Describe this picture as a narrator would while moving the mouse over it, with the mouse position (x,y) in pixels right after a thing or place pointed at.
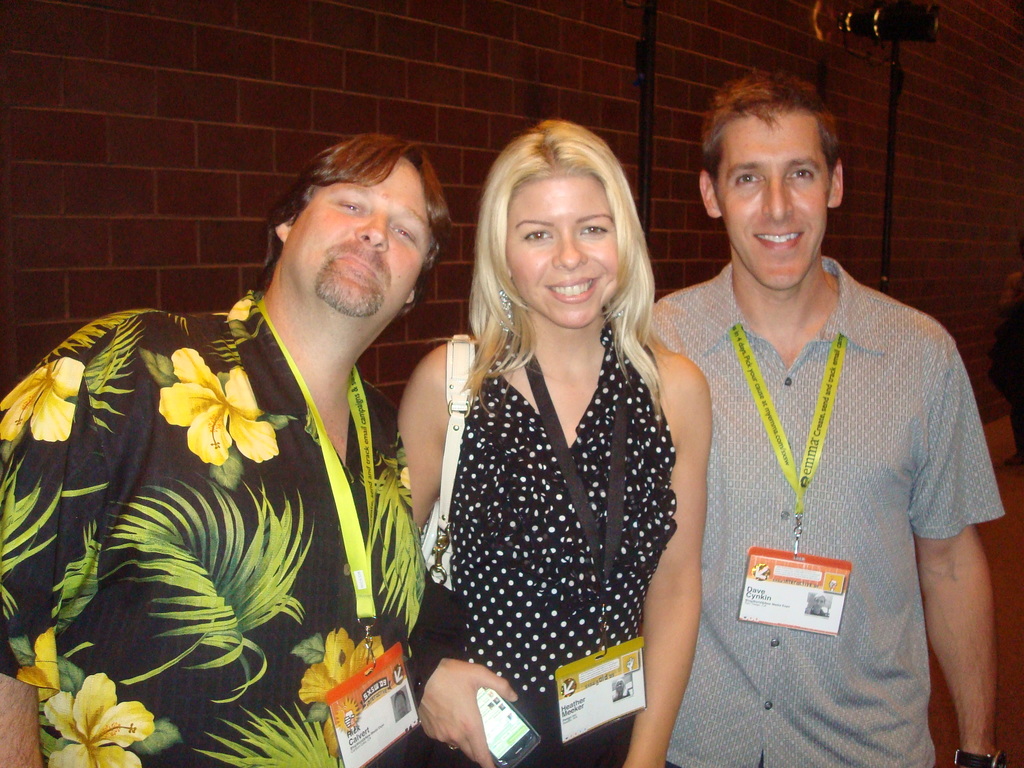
There are three persons (428,480). On the left (225,522) end a person (154,533) wearing a floral shirt (232,601) and a tag (360,537). Middle a lady (531,499) is wearing a tag (619,650) and holding a mobile (503,719). In the right (790,483) end person (826,522) wearing a tag (821,607) and a watch (964,761). In the background (577,72) there is a red brick wall (367,95).
